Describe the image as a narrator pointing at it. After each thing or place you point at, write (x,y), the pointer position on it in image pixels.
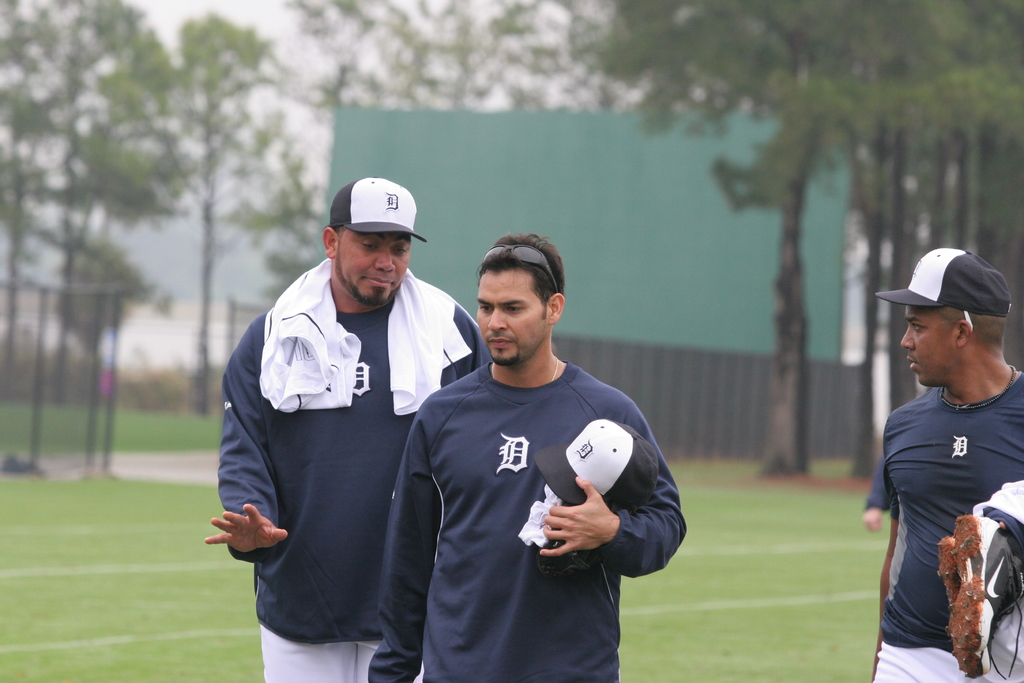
In the middle of the image (527,328) few people (315,681) are standing. Behind them there is grass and there are some trees (896,246).
